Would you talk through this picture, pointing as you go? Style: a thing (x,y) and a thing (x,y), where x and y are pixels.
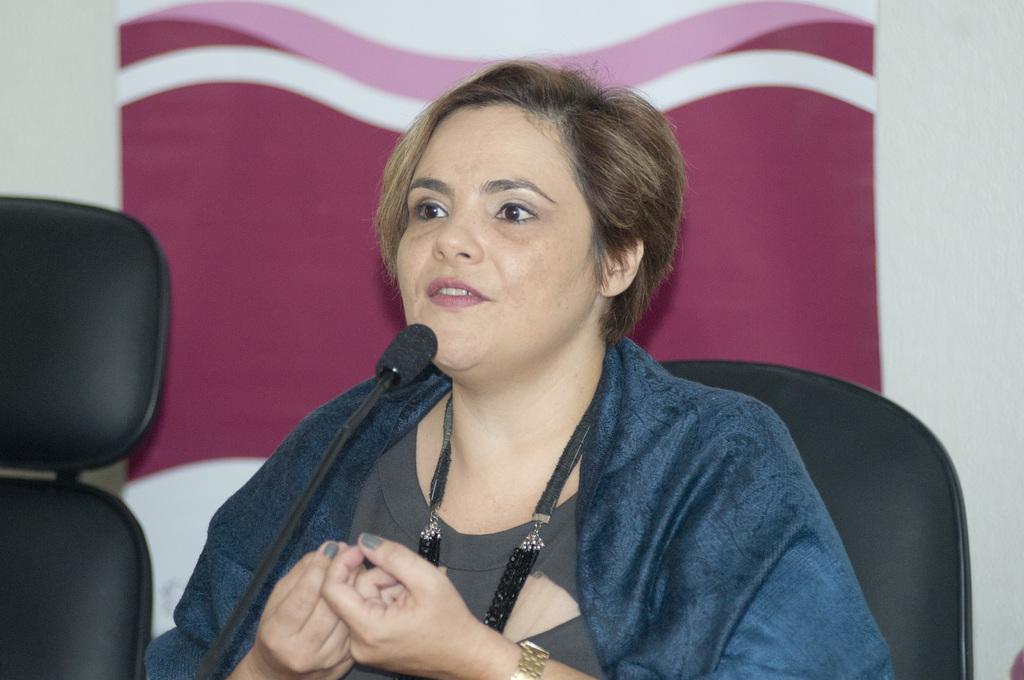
In the center of the picture (552,321) there is a woman (588,478) sitting in chair (837,515) and talking into a microphone (395,372). On the left (60,331) there is a chair (62,400). In the background (286,109) there is a banner (291,232).
